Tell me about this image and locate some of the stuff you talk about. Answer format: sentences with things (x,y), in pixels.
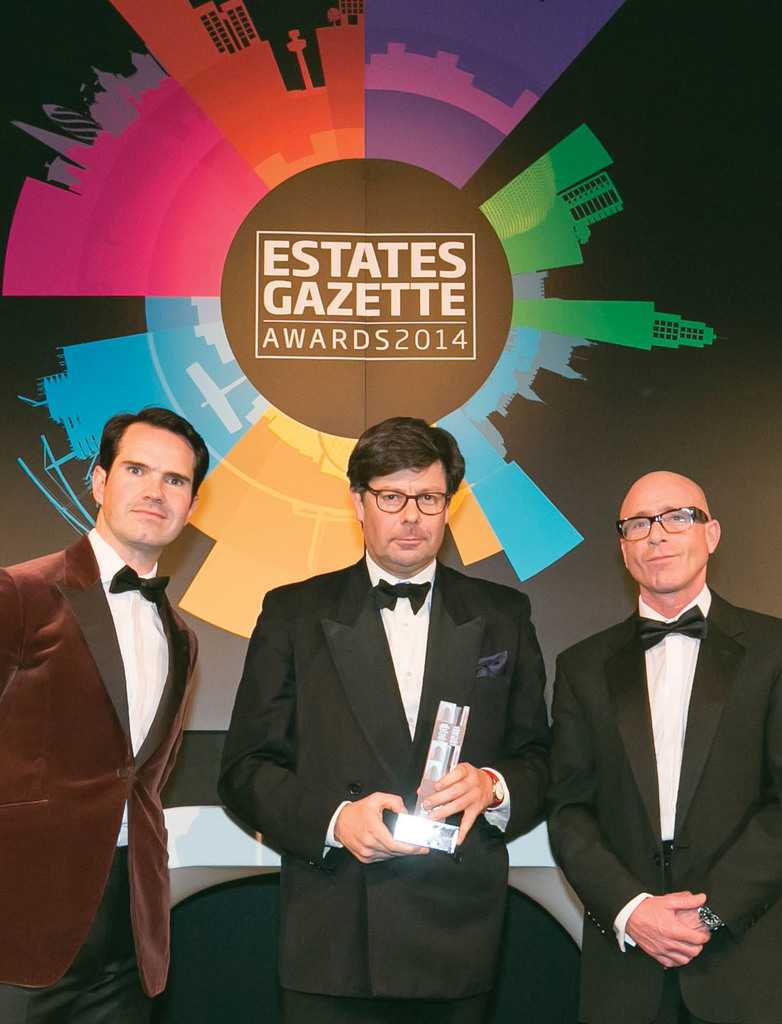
There are men (388,764) standing in the foreground area of the image (462,642) and a poster (317,286) in the background (287,203).
